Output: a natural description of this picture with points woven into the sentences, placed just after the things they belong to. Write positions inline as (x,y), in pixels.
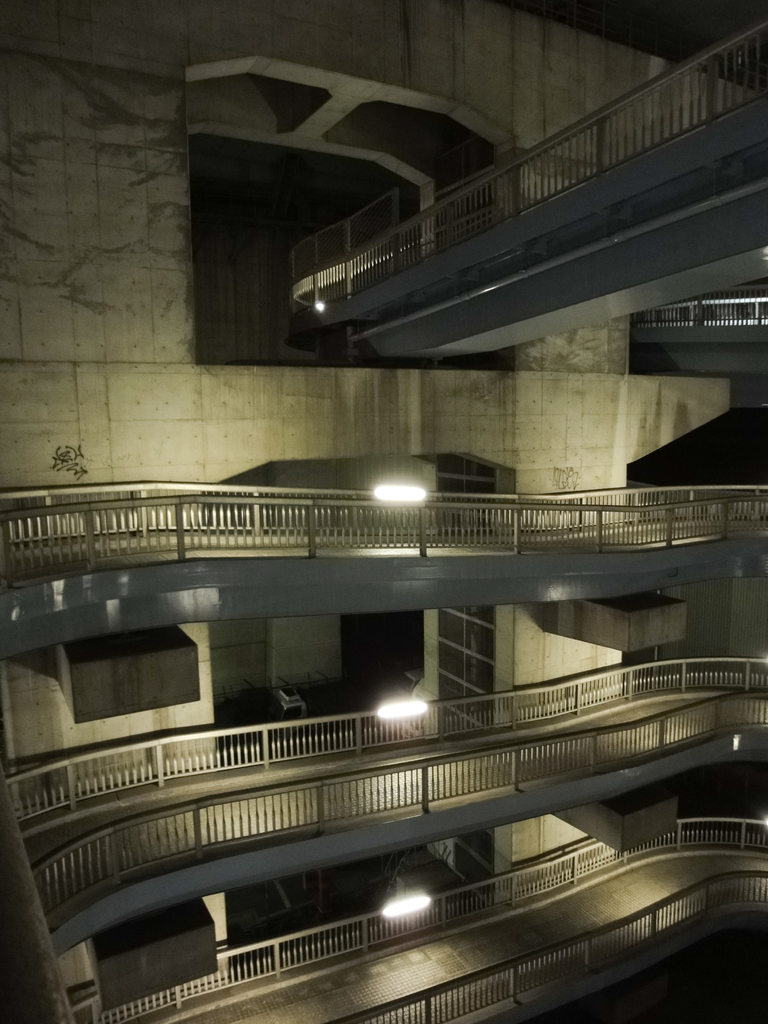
In the image there are floors (320,602) and around the floors (360,590) there are railings (404,768), in the background (231,296) there is a wall (231,296).
